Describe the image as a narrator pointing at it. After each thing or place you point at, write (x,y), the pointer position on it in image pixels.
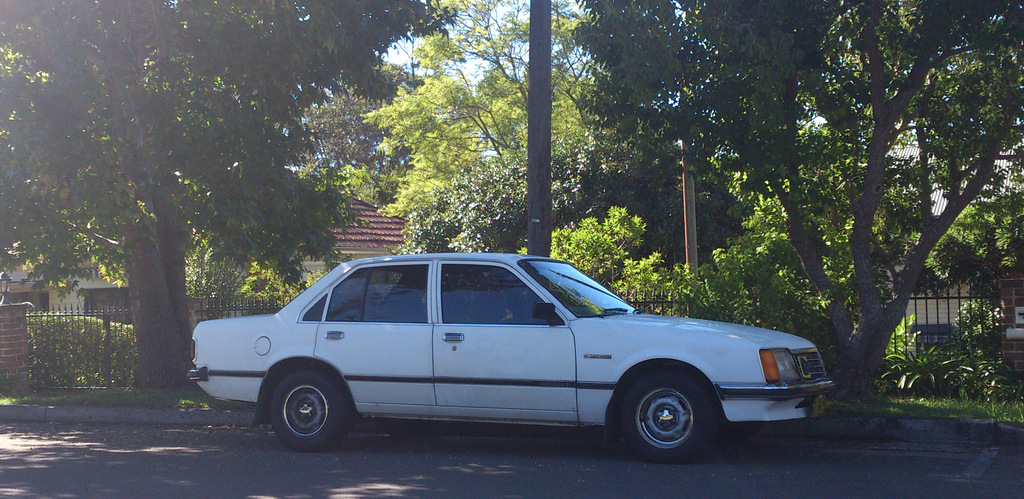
In this picture we can see the white car (416,352) is parked on the road side (383,435). Behind there is a black railing grill (91,343) and some trees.
